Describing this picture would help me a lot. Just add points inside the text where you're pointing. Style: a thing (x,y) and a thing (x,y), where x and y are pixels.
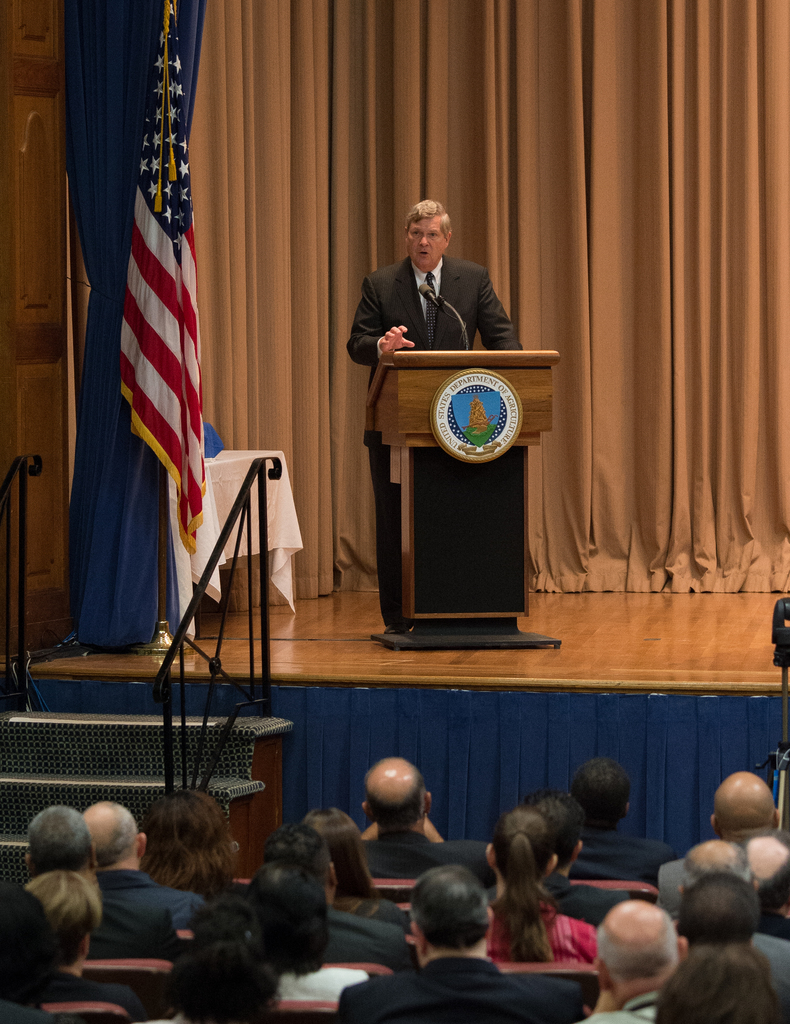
In this image there are people (454,874) sitting on chairs (111,1022), in front of them there is a stage (630,712) and stairs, on either side of the stairs (152,768) there is a railing (182,695), on that stage (358,680) there is a podium (447,633) and a flag (179,348), behind the podium (455,361) there is a person (424,325) standing, in the background (292,74) there are curtains (349,52).
